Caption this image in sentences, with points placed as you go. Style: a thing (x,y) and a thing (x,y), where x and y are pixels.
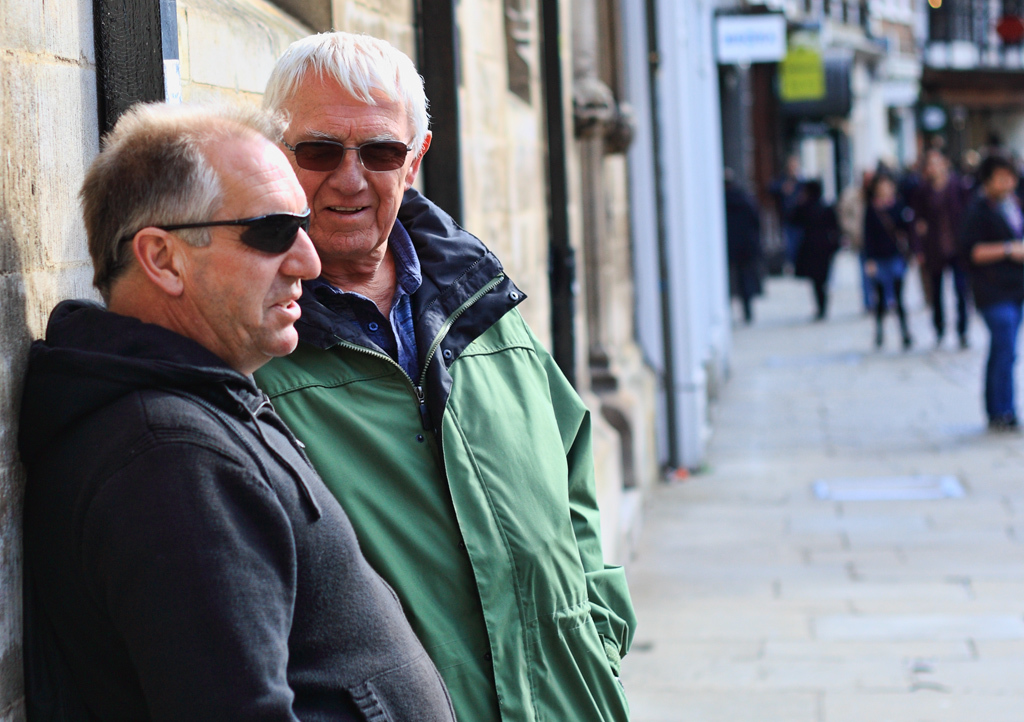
In the image we can see there are two people (356,432) wearing clothes (216,422) and goggle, they are talking to each other. There are even other people (955,279) walking and some of them are standing, this is a building (534,181), board (783,56) and a footpath (814,533).
